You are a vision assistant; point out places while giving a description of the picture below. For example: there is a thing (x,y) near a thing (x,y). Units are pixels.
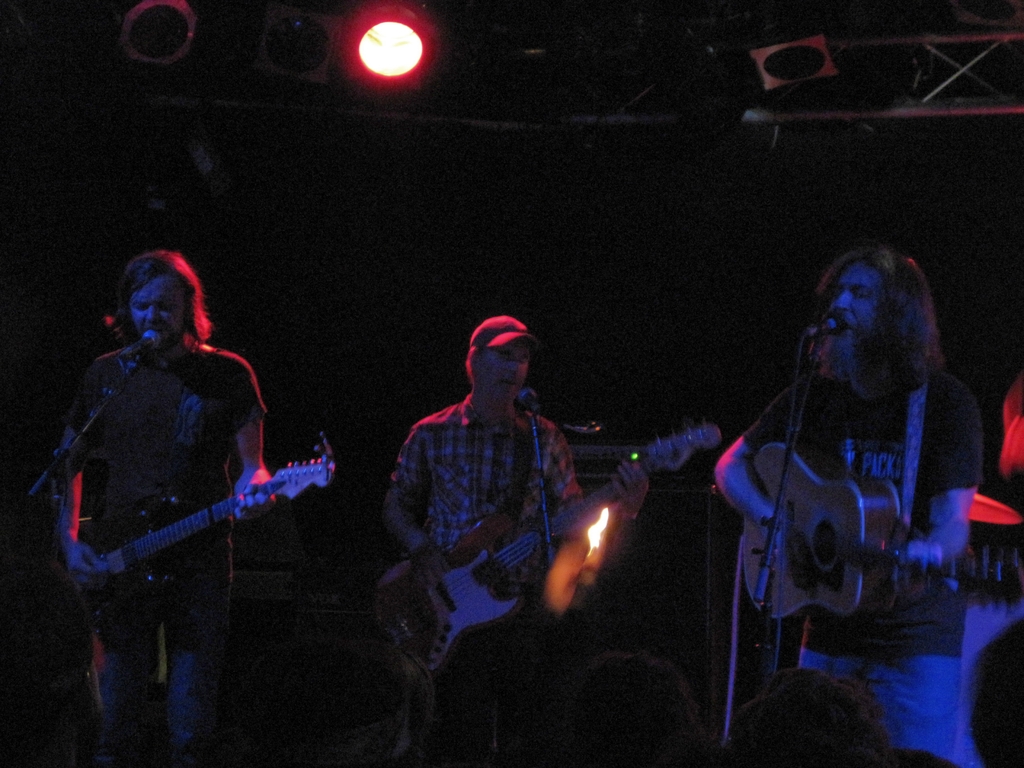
Man (495,481) playing guitar (520,545), this is microphone (528,408), on the top there are lights (422,66).
